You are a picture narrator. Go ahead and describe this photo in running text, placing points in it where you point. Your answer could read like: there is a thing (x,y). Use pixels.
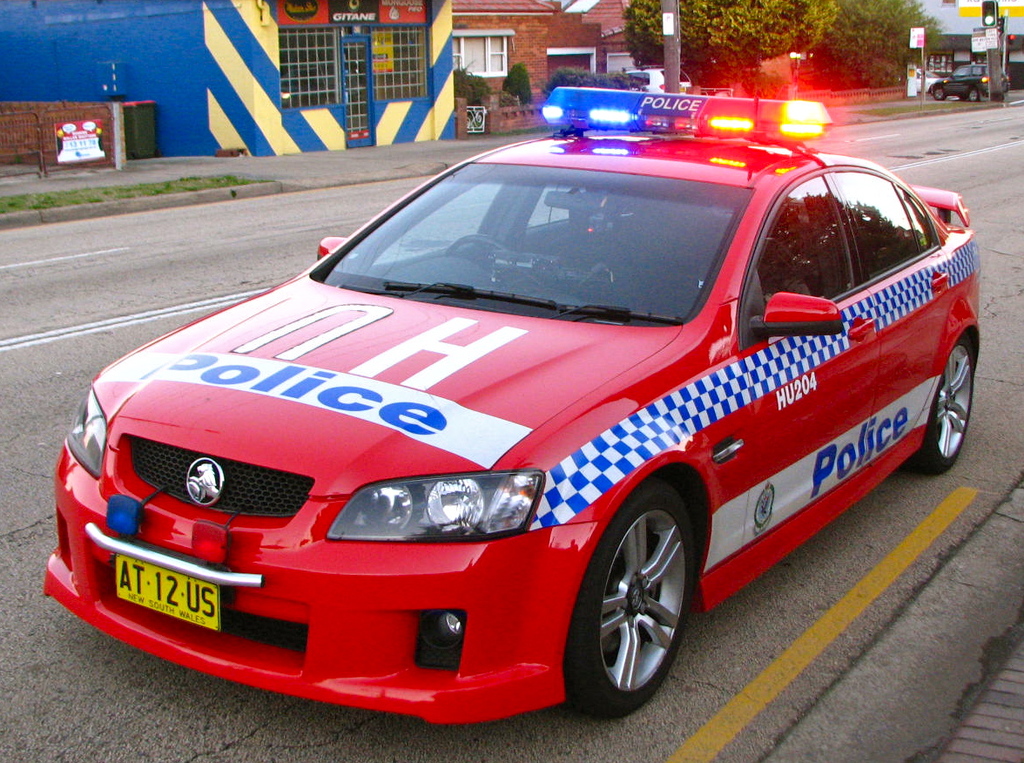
In this image I can see few vehicles (575,362). In front (870,364) the vehicle (446,348) is in red color, background (548,46) I can see few buildings (298,76) in blue, brown and white color. I can also see few poles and the traffic signal (1011,36) and the trees (809,36) are in green color.
